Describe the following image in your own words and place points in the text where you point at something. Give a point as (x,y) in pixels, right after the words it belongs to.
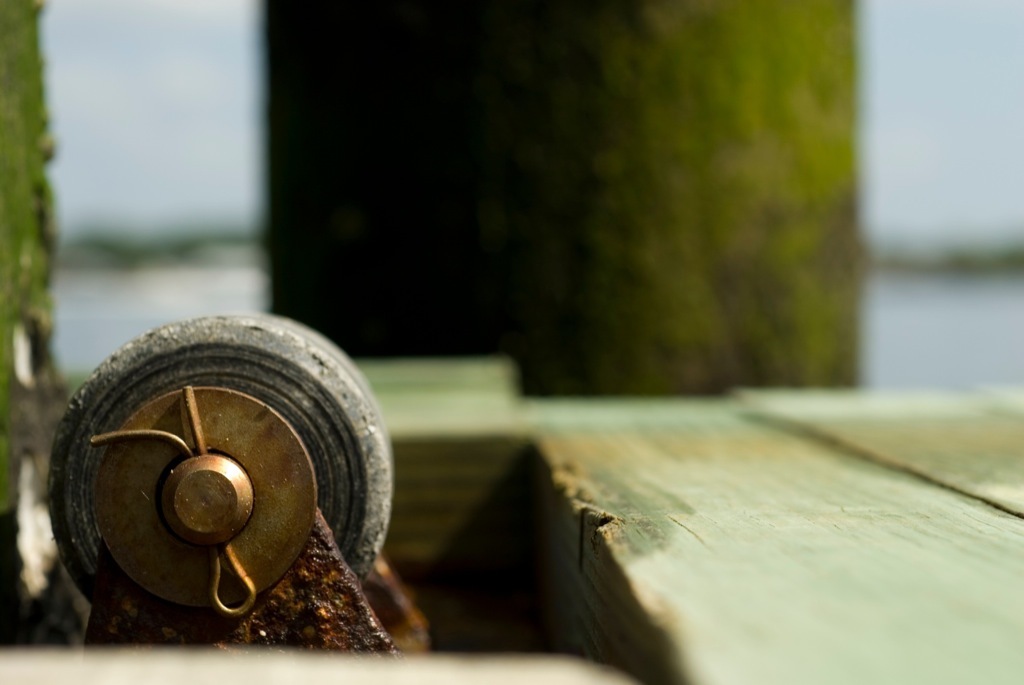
In this image we can see a wheel shaped object (226,458) at the bottom (207,517). Also there is wooden base (695,408). In the background (664,213) it is blur.
